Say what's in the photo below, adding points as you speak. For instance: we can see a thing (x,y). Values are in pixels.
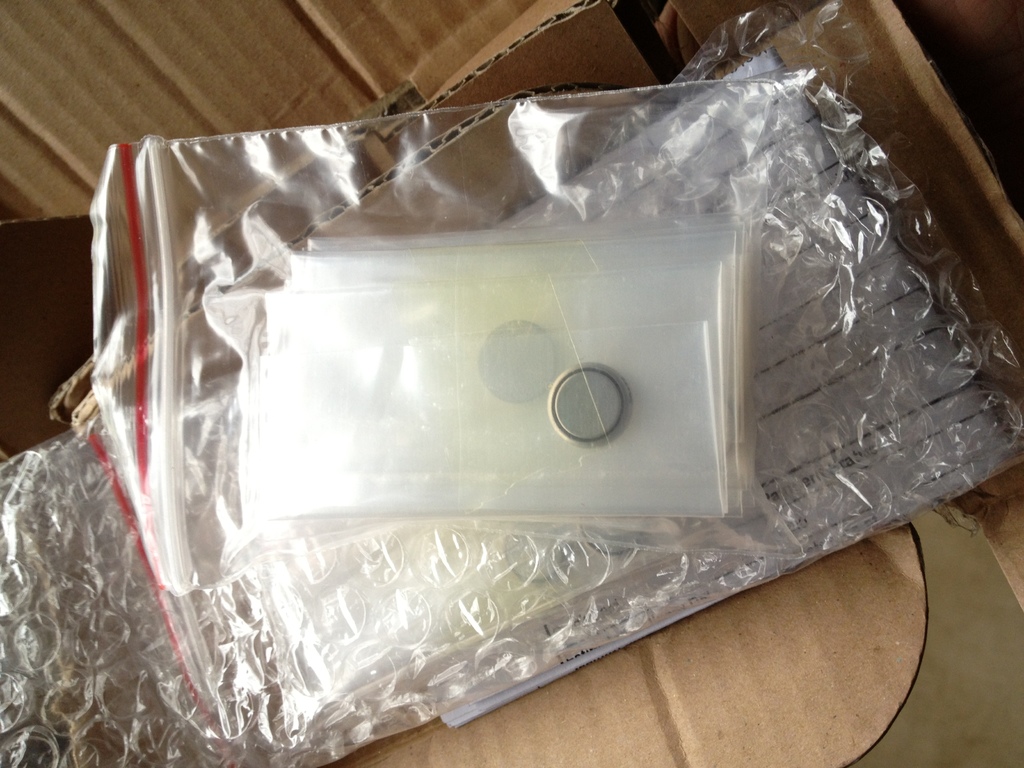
In this image, we can see a cardboard sheet (740,691), plastic (628,135) and bubble sheet (415,607). There is a battery (600,404) in the middle of the image (596,425).
